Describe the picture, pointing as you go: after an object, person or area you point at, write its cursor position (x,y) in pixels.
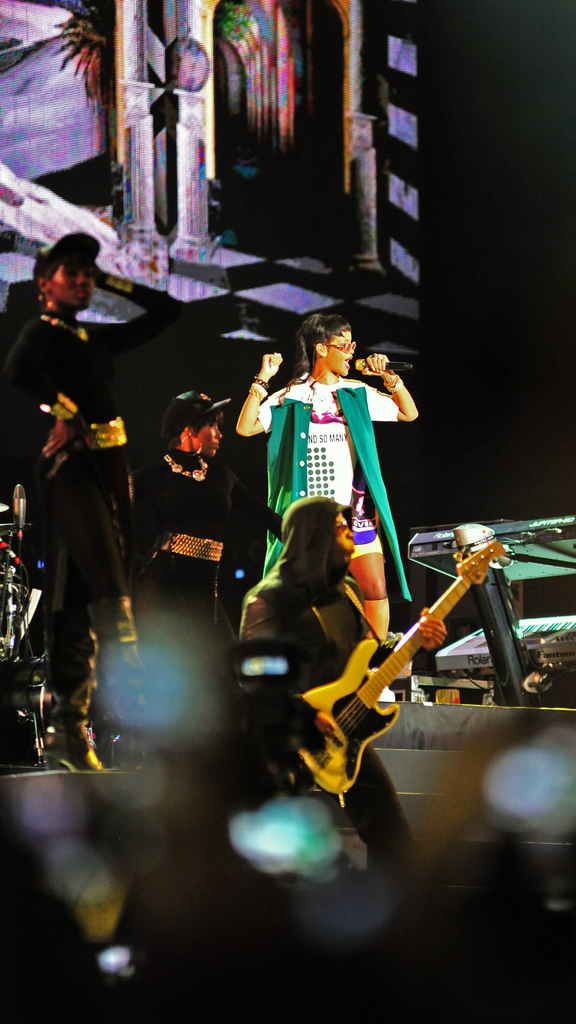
The image is taken in an event. In the center of the image (313,454) we can see a person (300,336) standing and holding a mic (357,361). On the left (169,584) there is a lady (168,579) performing. At the bottom (295,710) we can see a person (338,551) holding a guitar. In the background (286,262) there is a board (323,123) and a piano (533,631).
